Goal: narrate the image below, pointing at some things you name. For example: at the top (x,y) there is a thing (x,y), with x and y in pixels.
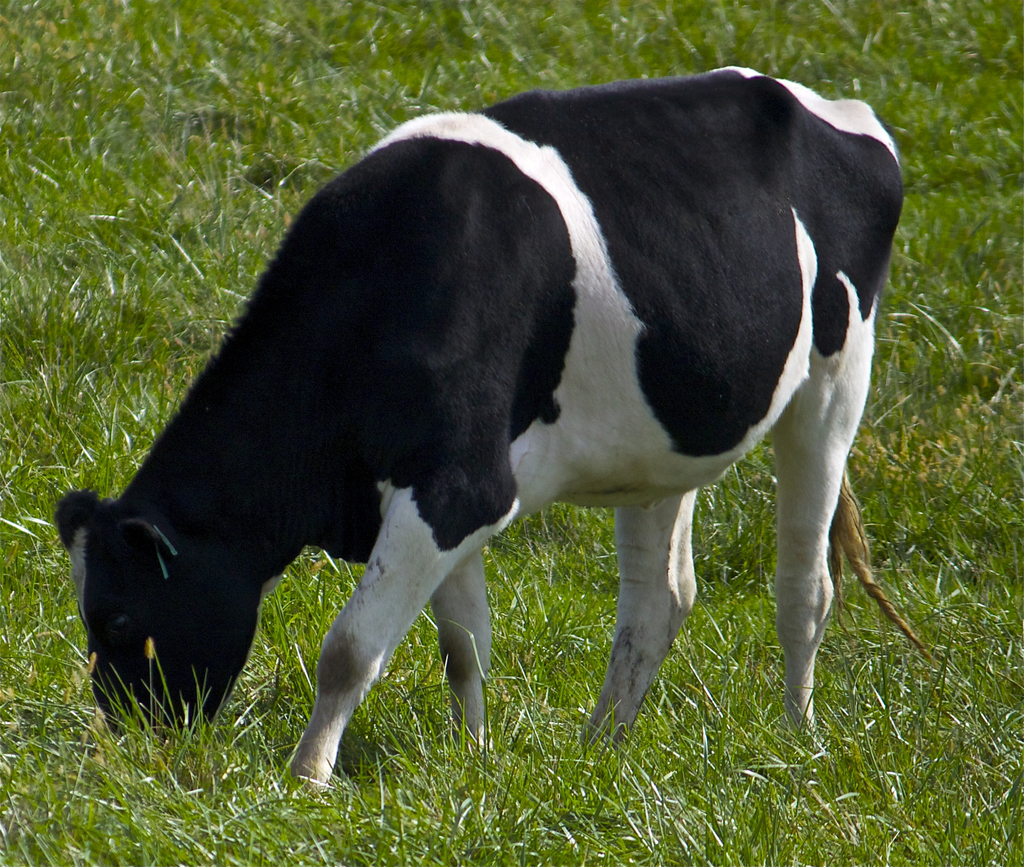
In this picture we can see an animal (124,630) and in the background (325,43) we can see the grass (857,47).
